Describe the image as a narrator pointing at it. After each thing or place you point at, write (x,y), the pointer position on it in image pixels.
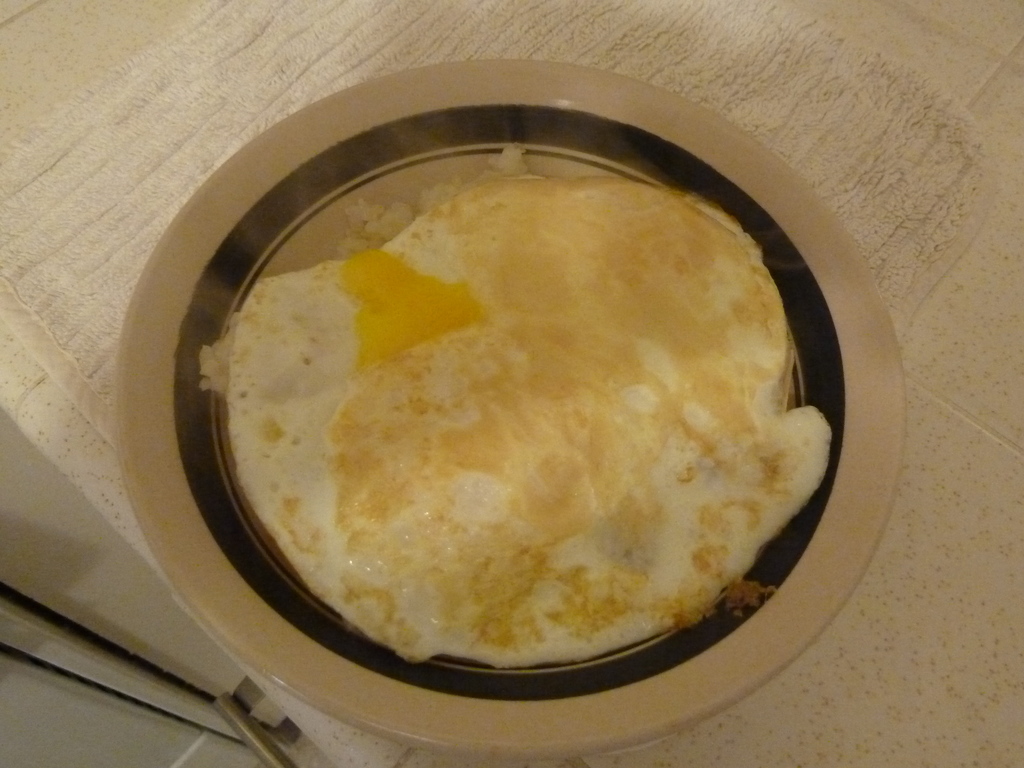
In this picture we can see a plate (390,120) with food (462,278) in it and a cloth (87,106) on the surface (954,338).
